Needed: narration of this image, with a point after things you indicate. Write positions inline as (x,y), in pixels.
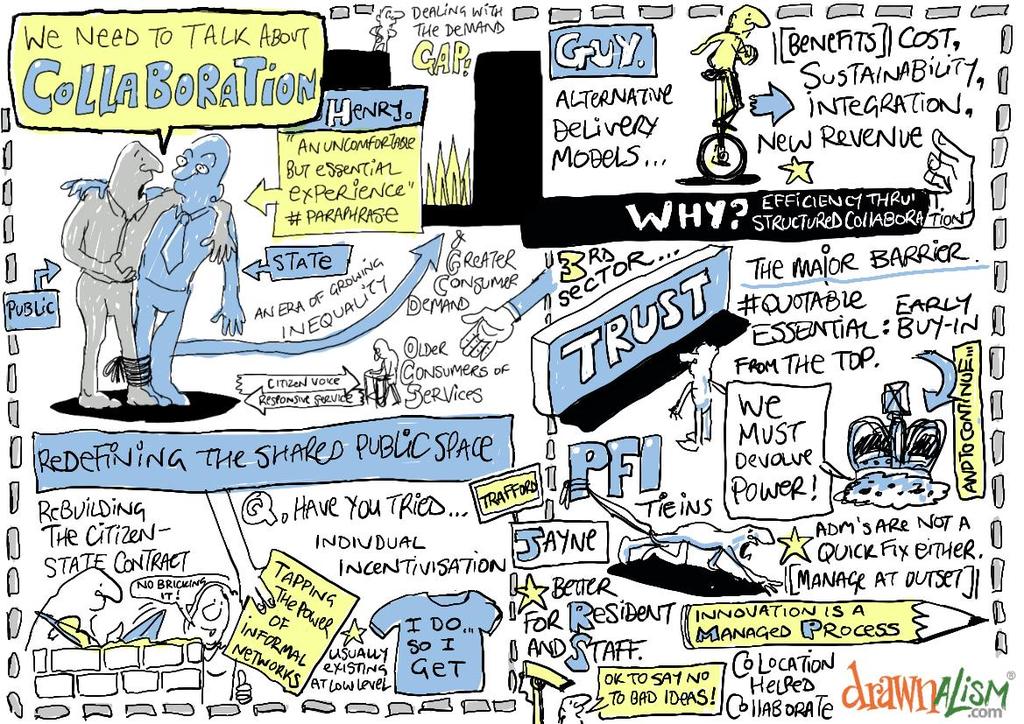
In this image, there is a text (559,107) and sketch (745,33) of persons (148,198) are all over this image.
